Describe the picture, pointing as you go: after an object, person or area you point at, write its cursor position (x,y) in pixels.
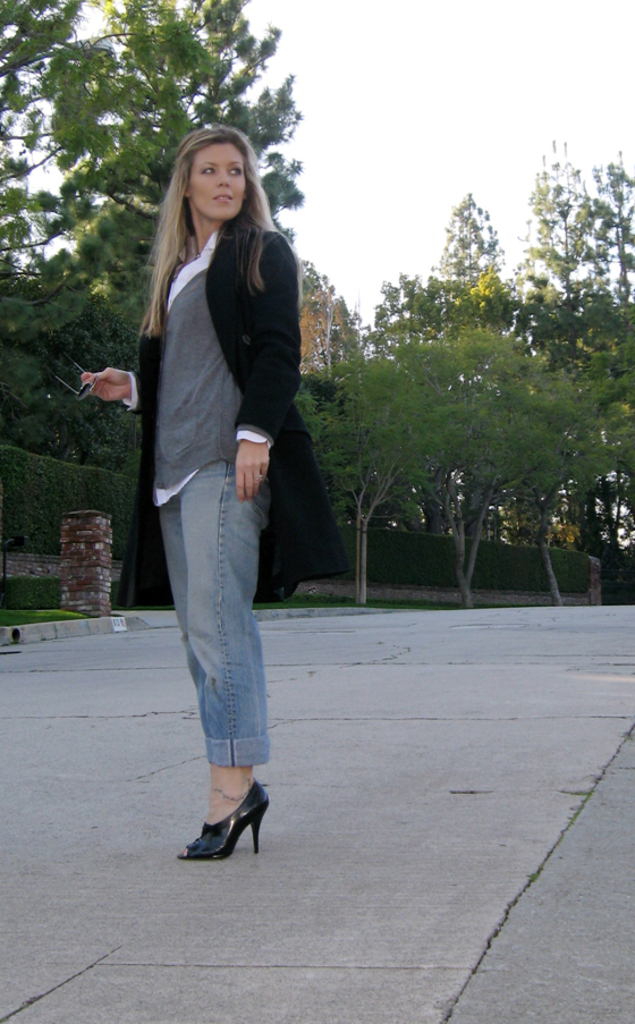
In this image we can see a lady (191,423) standing on the floor (204,791) and holding spectacles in her hand (112,379). In the background (301,190) we can see bushes (77,499), trees (388,442) and sky (405,264).
